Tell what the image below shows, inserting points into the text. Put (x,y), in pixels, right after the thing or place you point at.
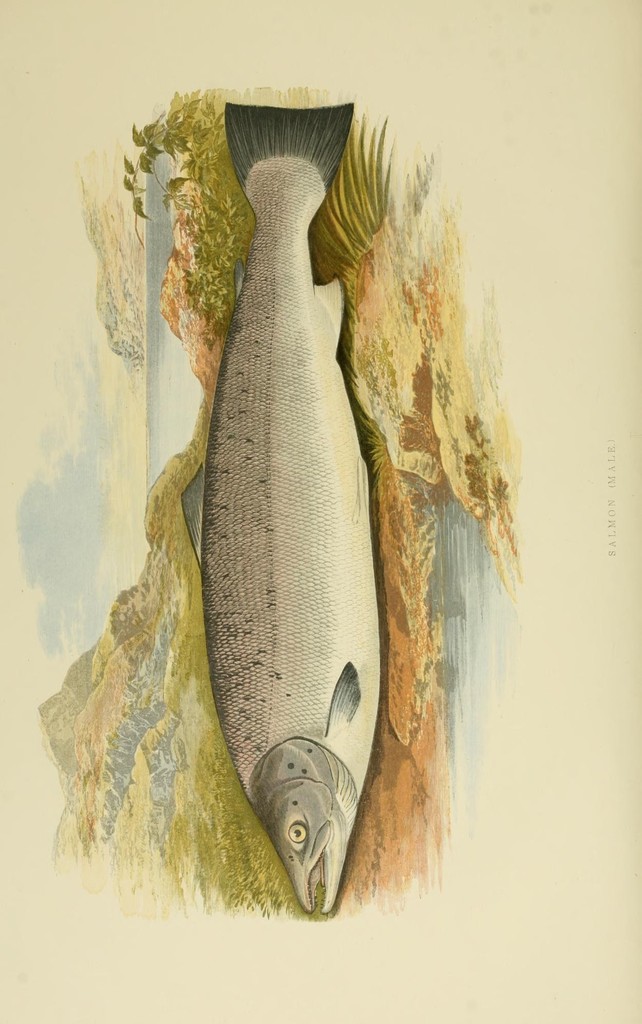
In this image we can see a picture (242,417) of a fish (349,567).
